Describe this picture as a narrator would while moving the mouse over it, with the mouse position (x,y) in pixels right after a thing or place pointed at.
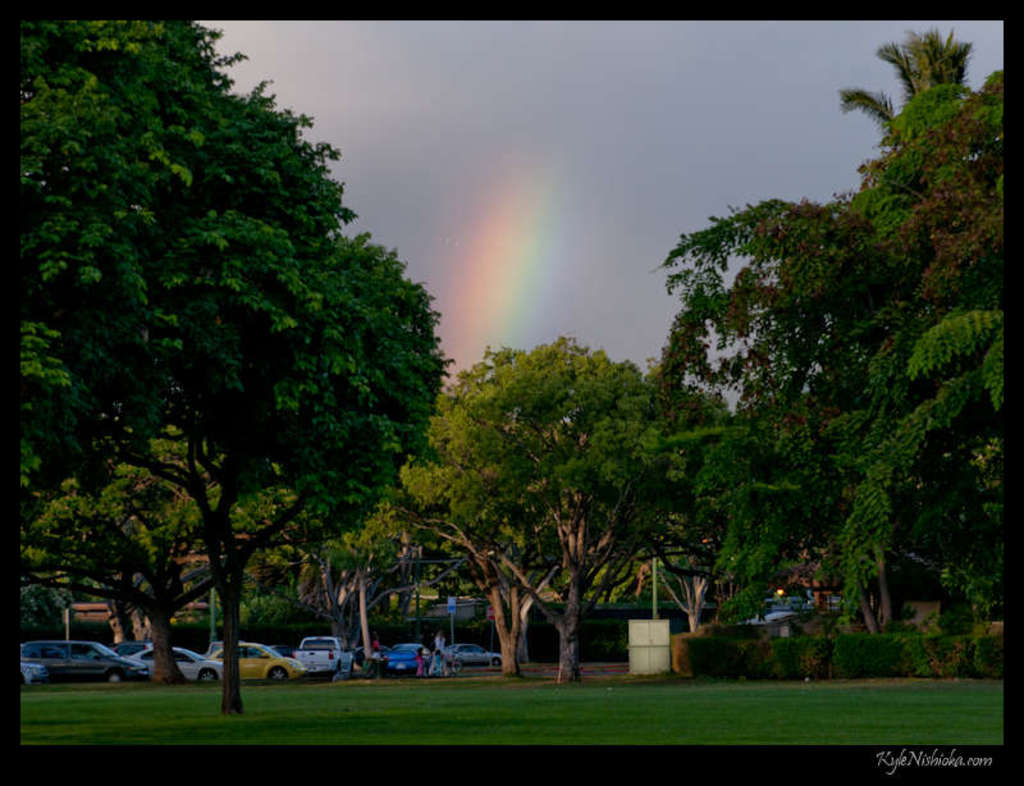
In the picture I can see trees (486,469), the grass (491,706), vehicles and people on the ground (458,719). In the background (485,173) I can see the sky (549,222) and the rainbow (533,313).
